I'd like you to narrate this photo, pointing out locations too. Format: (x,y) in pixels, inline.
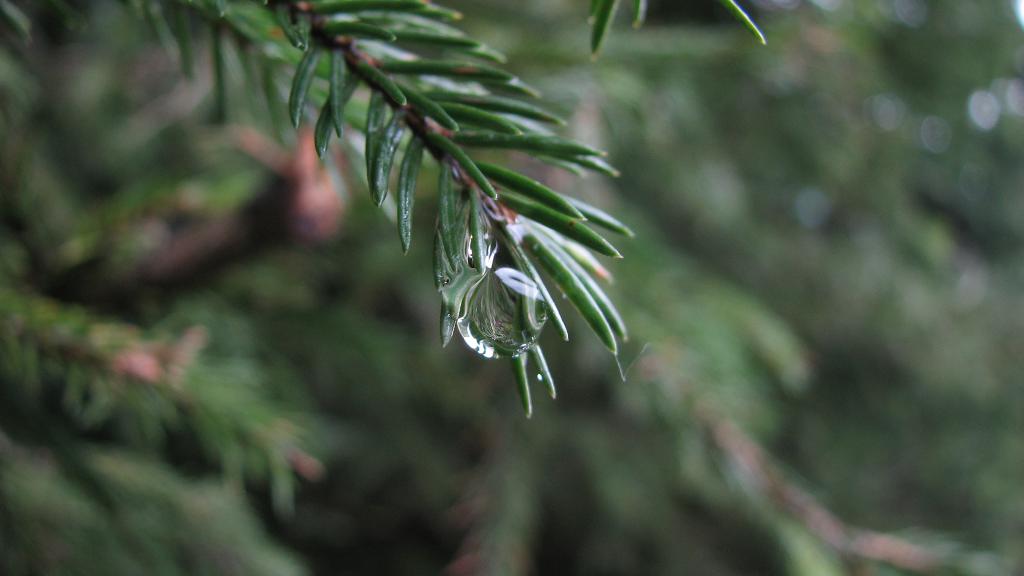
In this image I can see number of green colour leaves (529,135) and in the center of the image (505,265) I can see a water drop (485,279). I can also see this image is blurry in the background (705,251).
